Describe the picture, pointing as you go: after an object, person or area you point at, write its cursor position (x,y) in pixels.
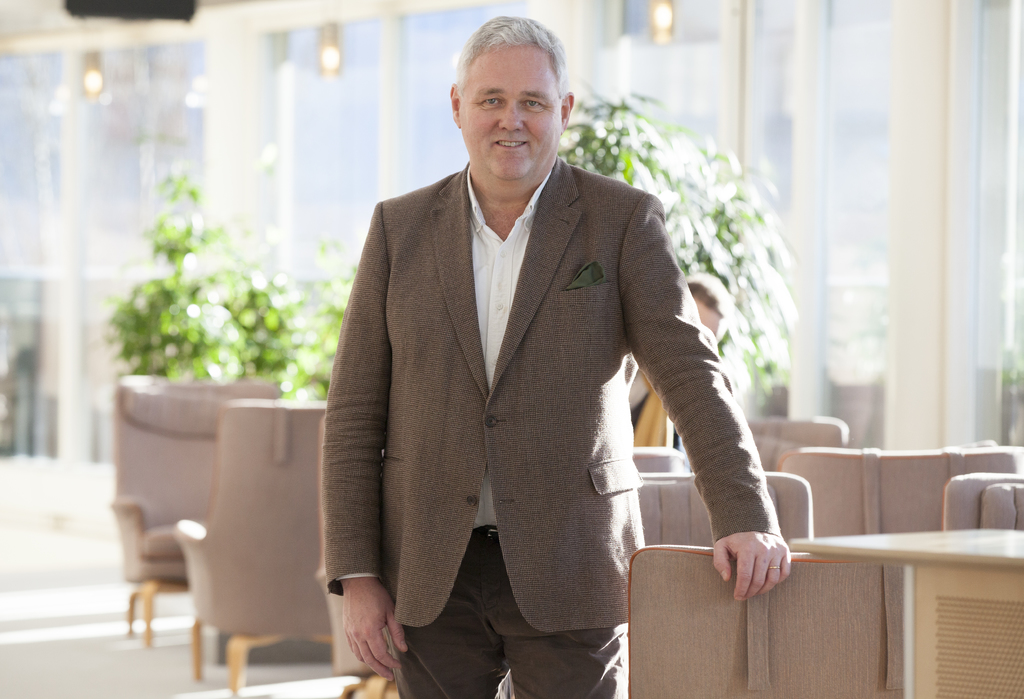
In this image there is a person (456,484) wearing suit (569,500) standing on the floor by placing his hand (746,572) on the chair (796,589) and at the left side of the image (212,311) there are plants (310,309) and at the right side of the image (806,168) there are window glasses (837,154) and at the top of the image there are lights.
